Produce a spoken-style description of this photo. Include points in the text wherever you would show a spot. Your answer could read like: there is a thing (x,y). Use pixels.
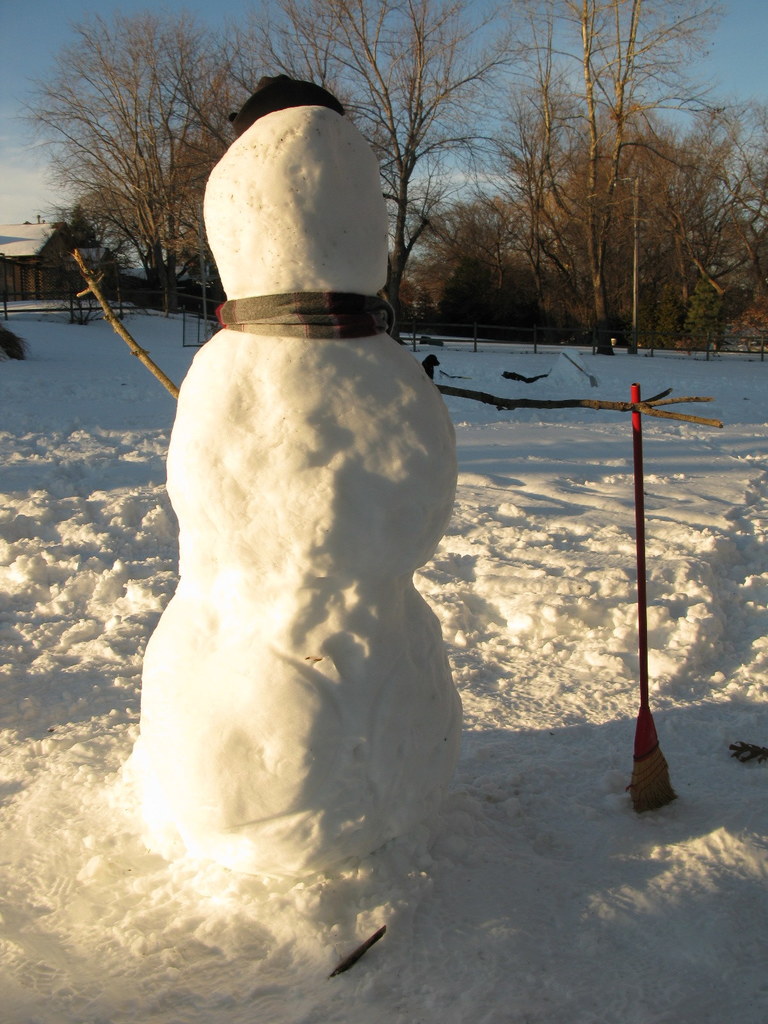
In this image we can see a snowman (279,251), in the background (145,194) there are some trees (558,215), a house (41,264) and a sky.
